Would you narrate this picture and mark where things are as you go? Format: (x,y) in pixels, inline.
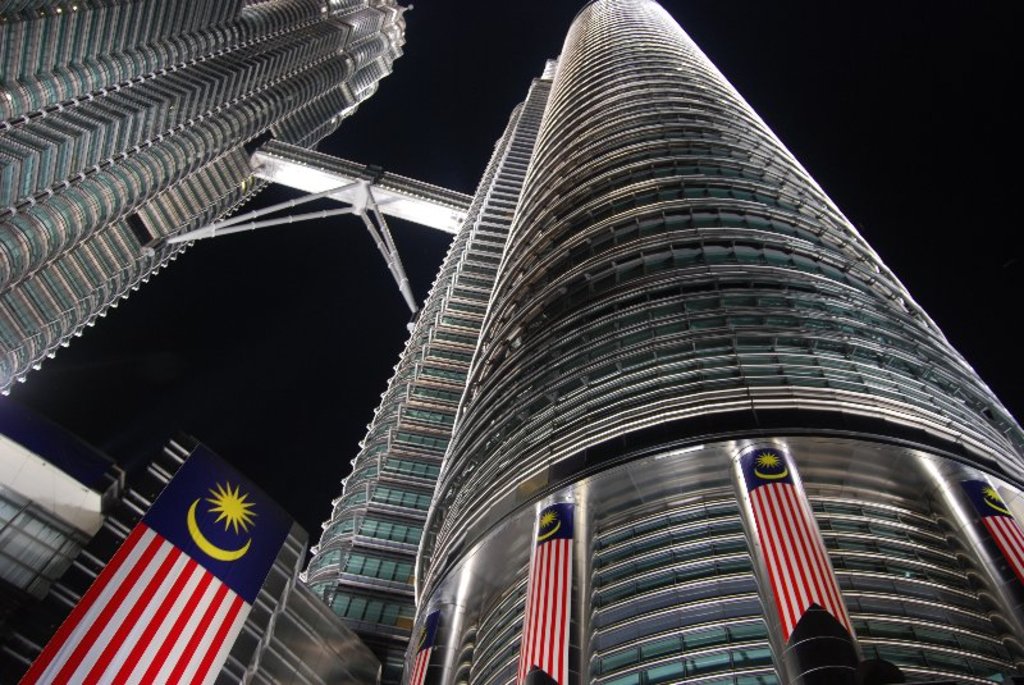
This picture is clicked outside. In the center (600,352) we can see the skyscrapers (556,111) and the metal rods (312,195) and a bridge (446,219) and we can see the flags (257,567). In the background (892,140) we can see the sky (819,100).
